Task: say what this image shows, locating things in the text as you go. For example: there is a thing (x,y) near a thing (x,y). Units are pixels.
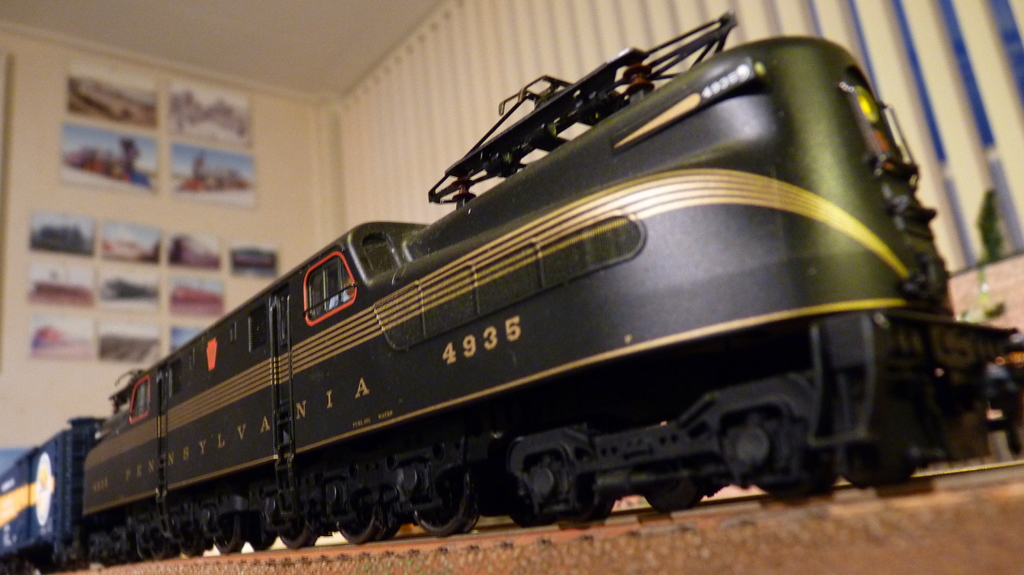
In the foreground of this image (471,331), there is a toy train (364,413) and in the background (219,193), there are frames (183,266) on the wall (302,131).
